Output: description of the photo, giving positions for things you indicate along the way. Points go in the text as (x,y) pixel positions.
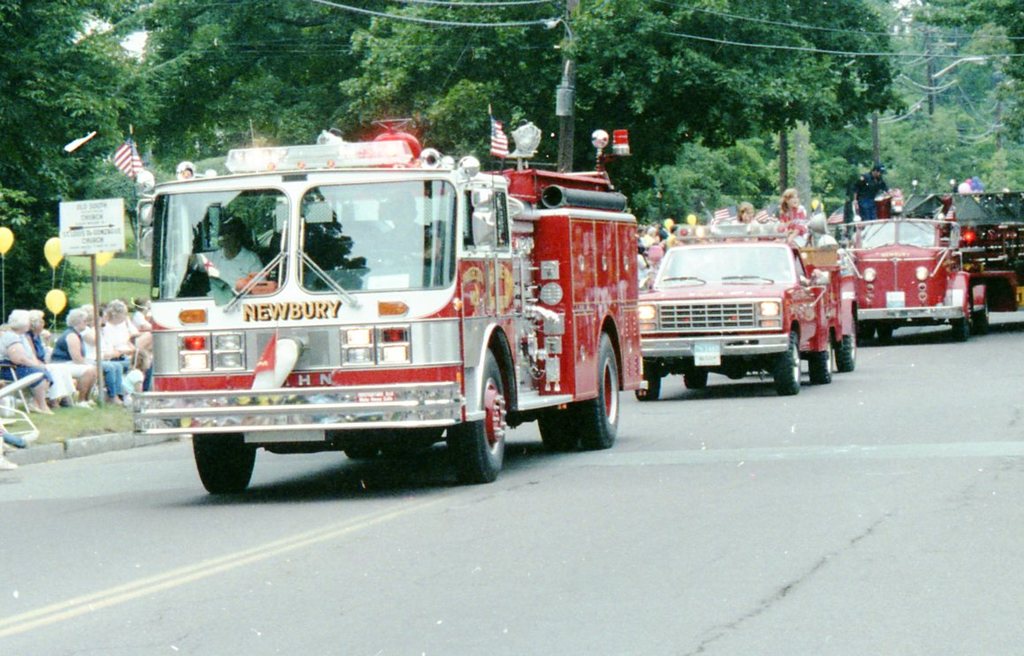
In this image at the bottom (505,522) there is a road (860,517) on the road (764,539) there are some vehicles (691,283) and in the vehicles (513,298) there are some people (222,259) who are sitting, and on the left side (64,340) there are a group of people (63,346) who are sitting and also there are some trees (398,112) poles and wires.
